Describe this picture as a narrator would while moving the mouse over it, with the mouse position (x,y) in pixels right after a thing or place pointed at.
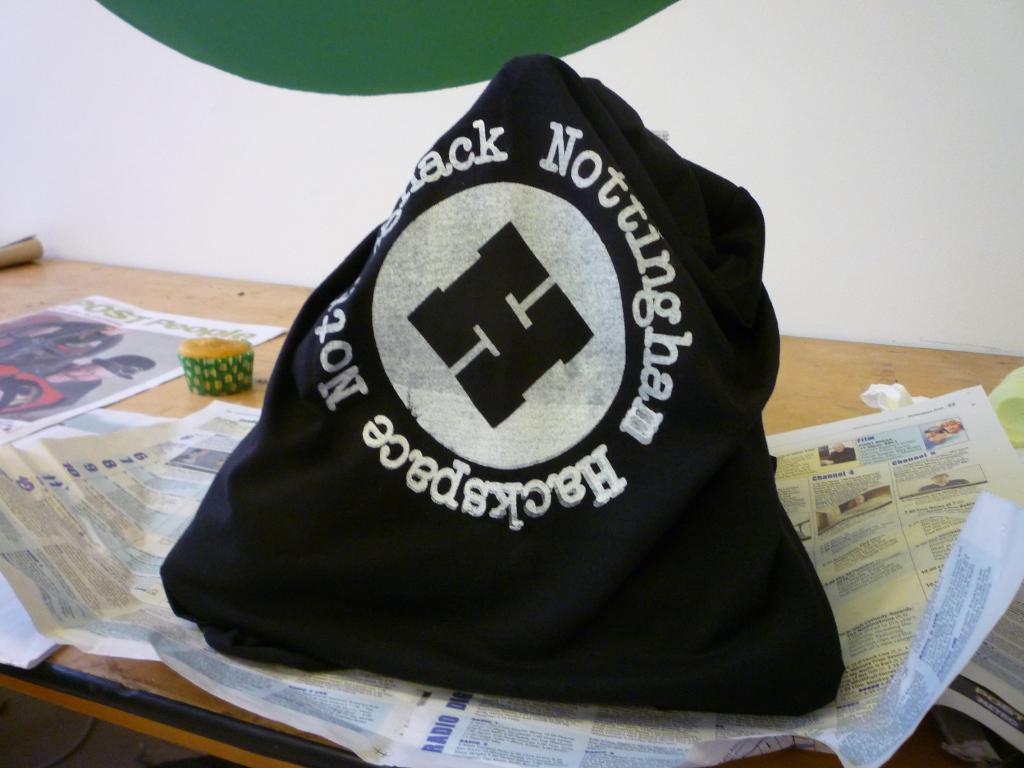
In this image there is a black cloth (536,418) on the paper (214,463). The paper (144,612) is on the table (150,674). On the table (169,675) there are papers (180,367), cupcake (216,382) on it. In the background (877,94) there is a wall (789,76) on which there is a green color paint (283,36).
